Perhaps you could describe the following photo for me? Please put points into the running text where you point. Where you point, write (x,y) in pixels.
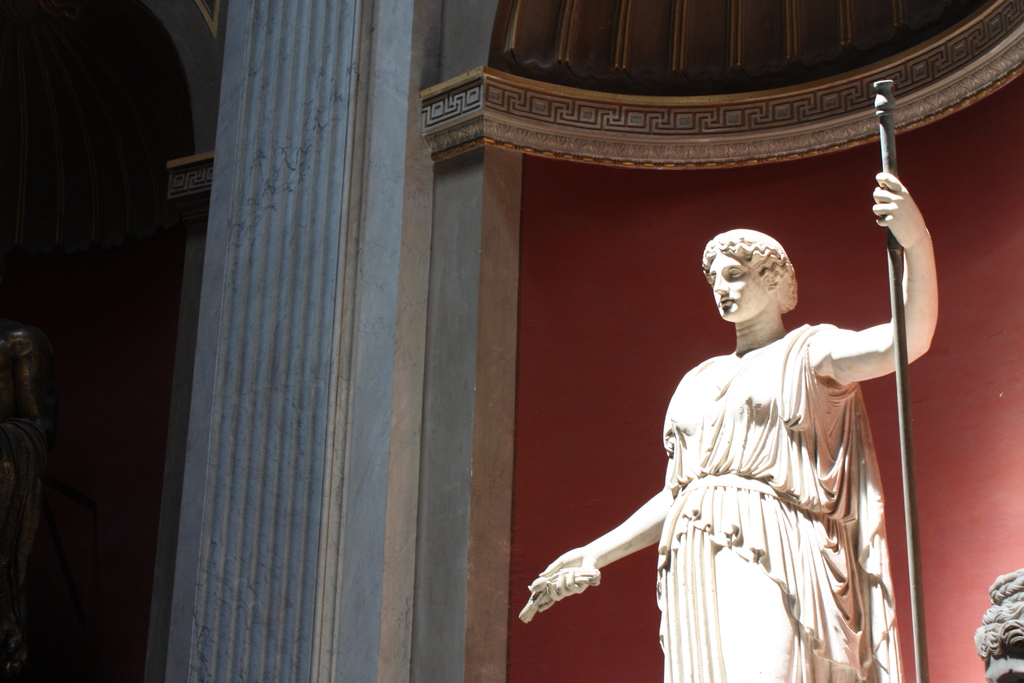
This image consists of a sculpture (864,451) in white color. In the background (578,284), we can see a wall (639,287) along with pillar (321,430).
